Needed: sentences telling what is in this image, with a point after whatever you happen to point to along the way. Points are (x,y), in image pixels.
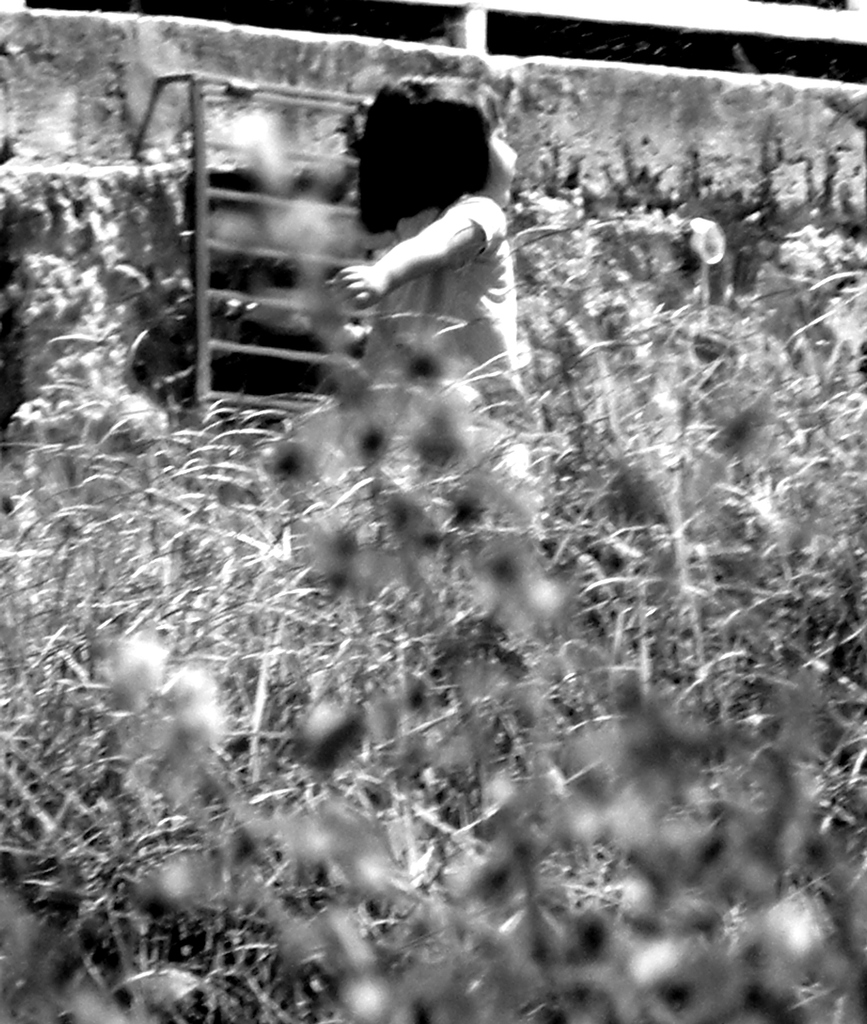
In this picture there is a small girl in the center of the image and there are plants (391,568) at the bottom side of the image (474,723).
